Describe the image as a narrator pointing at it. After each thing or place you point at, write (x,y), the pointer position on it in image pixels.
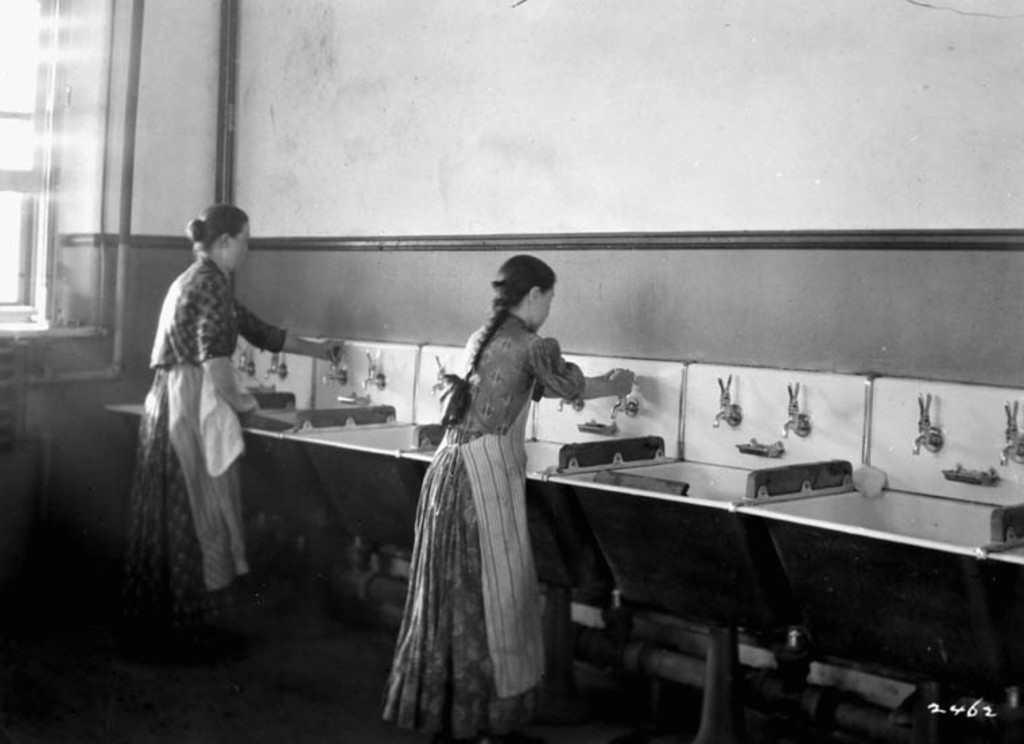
In the image we can see two women (184,423) standing and they are wearing clothes (474,443), this is a basin (713,472) and water taps (794,419). This is a wall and a window (40,228).
